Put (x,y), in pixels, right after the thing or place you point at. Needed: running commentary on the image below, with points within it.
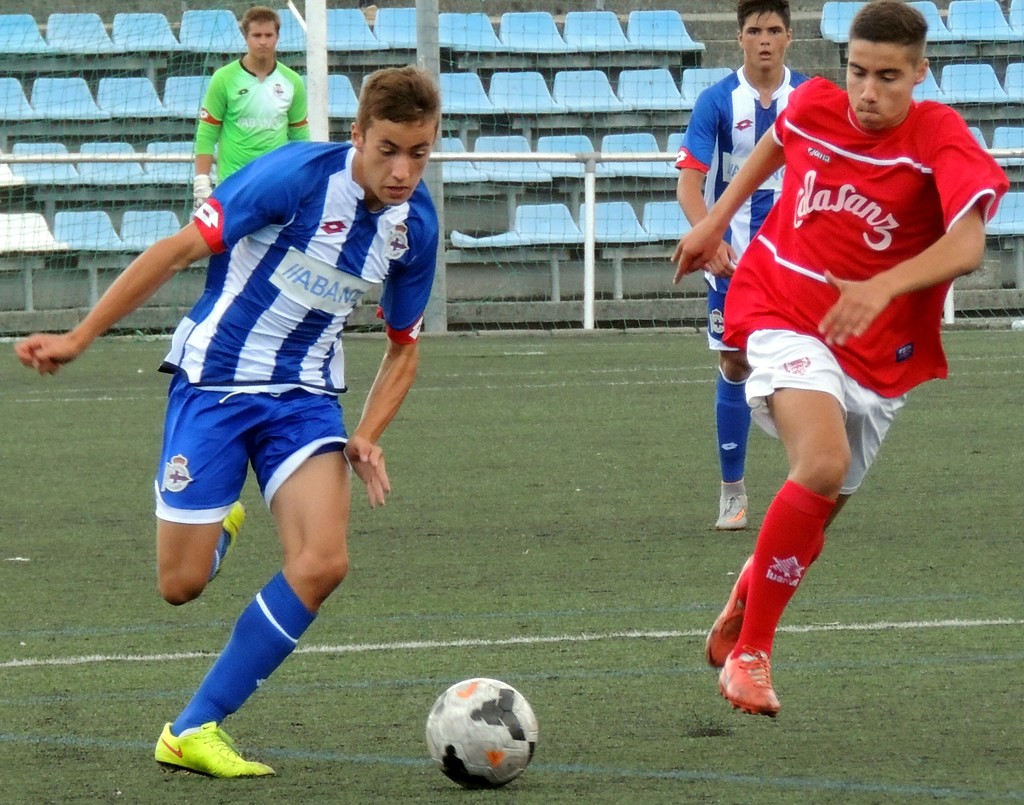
In the image we can see there are four people (717,275) playing. This is a ball (478,710).
